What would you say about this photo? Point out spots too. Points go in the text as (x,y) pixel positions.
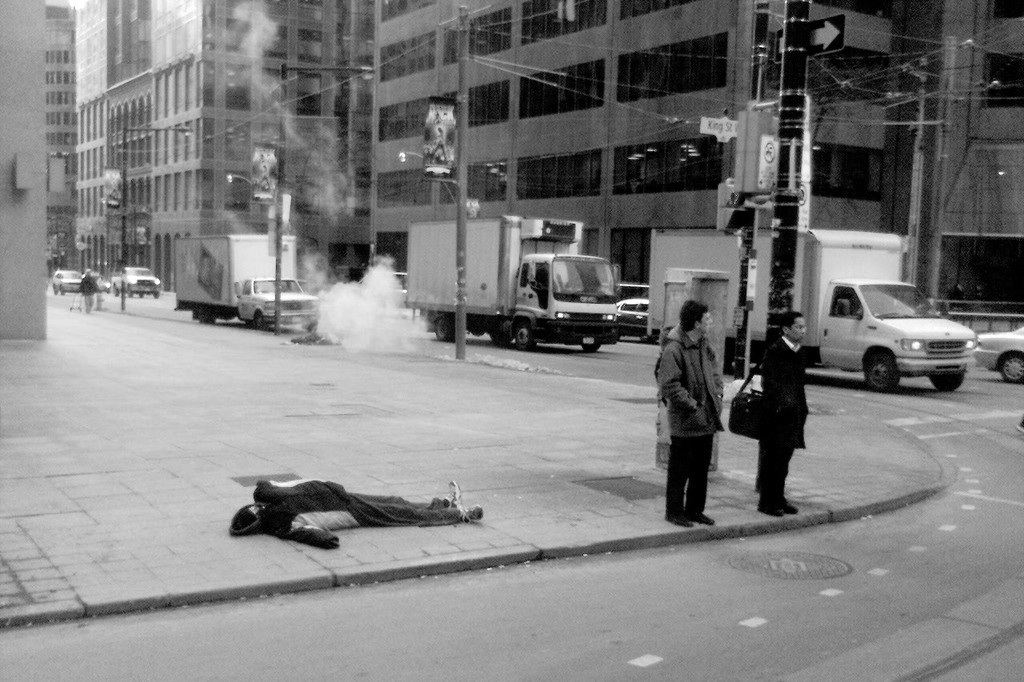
In the foreground (395,465) I can see a person (334,493) is lying on the floor (481,497), fleets of vehicles (534,284), light poles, wires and a group of people (720,396) on the road (855,523). In the background (332,141) I can see buildings (967,161) and windows (707,161). This image is taken may be on the road (480,342).
